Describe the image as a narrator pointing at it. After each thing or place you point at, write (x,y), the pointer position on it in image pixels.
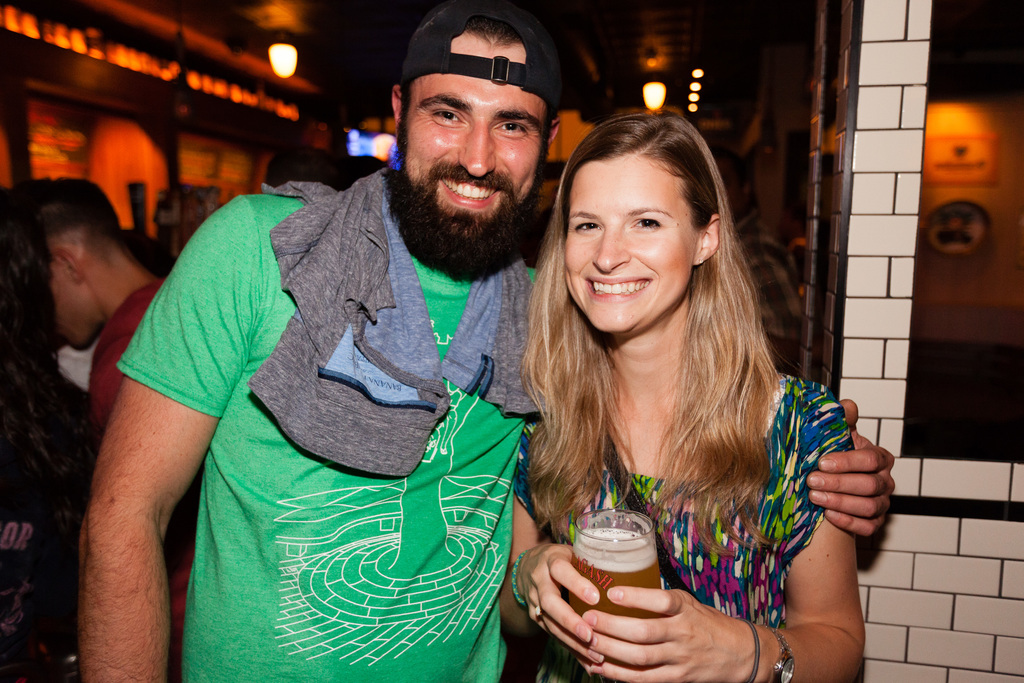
In front of the picture, we see a man (445,403) and the women (600,379) are standing. Both of them are smiling and they are posing for the photo. The woman (683,442) is holding a glass (618,532) containing the liquid (632,548) in her hands (559,593). On the right side (868,393), we see a white wall (952,520) and in the background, we see a wall (208,125) on which the boards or the photo frames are placed. Behind them, we see the people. In the background (218,161), we see a wall (212,146) and a blue color object (383,131). At the top (322,70), we see the lights (126,56) and the ceiling (357,40) of the room (640,41).
